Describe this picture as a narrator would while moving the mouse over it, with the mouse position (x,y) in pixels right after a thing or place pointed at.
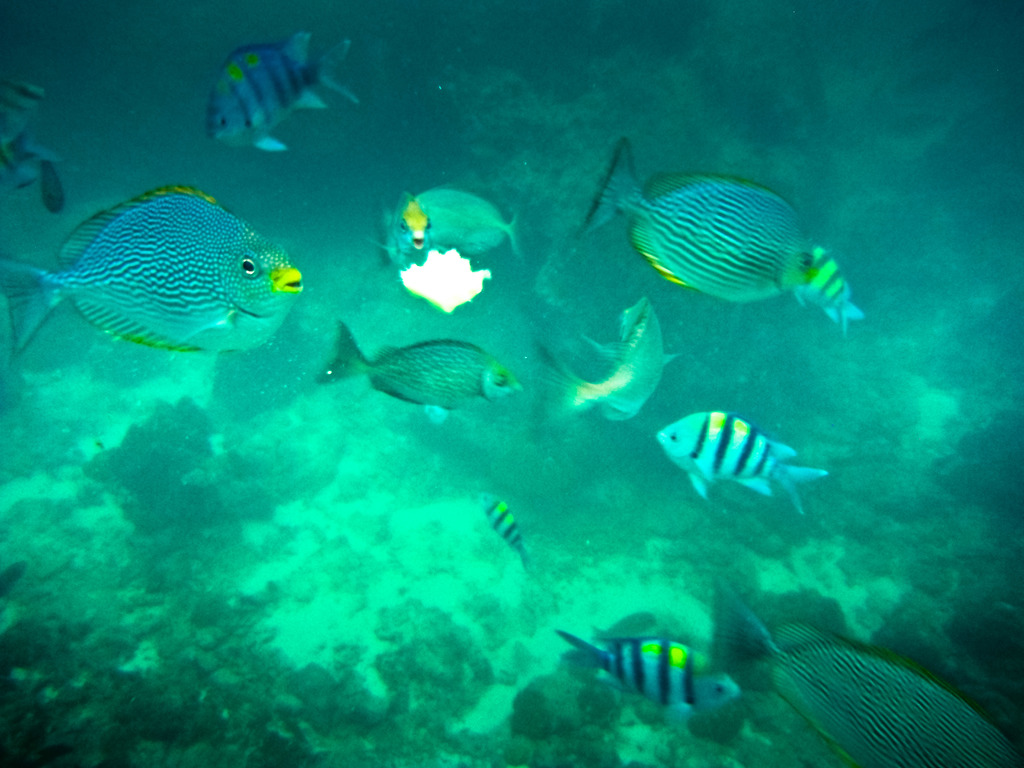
In this image there are fish (874,698) in the water (462,494), there is a fish (894,678) truncated towards the bottom of the image (901,744), there is a fish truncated towards the left of the image (49,278).
